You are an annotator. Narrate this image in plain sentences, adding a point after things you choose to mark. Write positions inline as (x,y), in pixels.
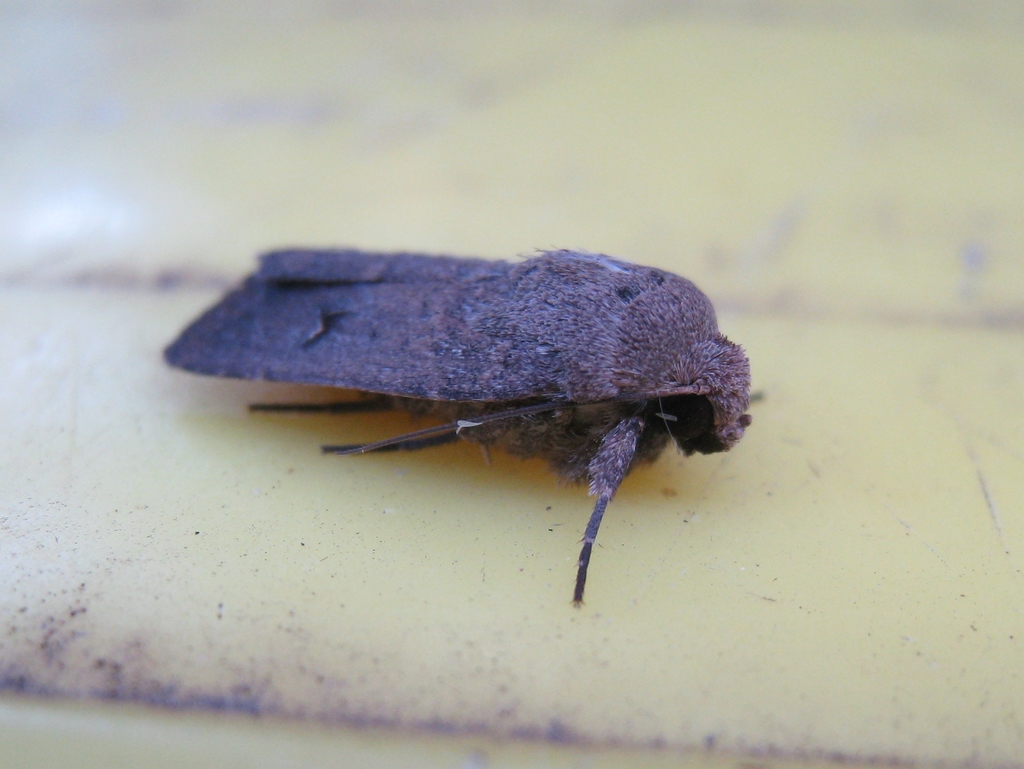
In the picture I can see an insect (622,376) on the floor (519,521).
